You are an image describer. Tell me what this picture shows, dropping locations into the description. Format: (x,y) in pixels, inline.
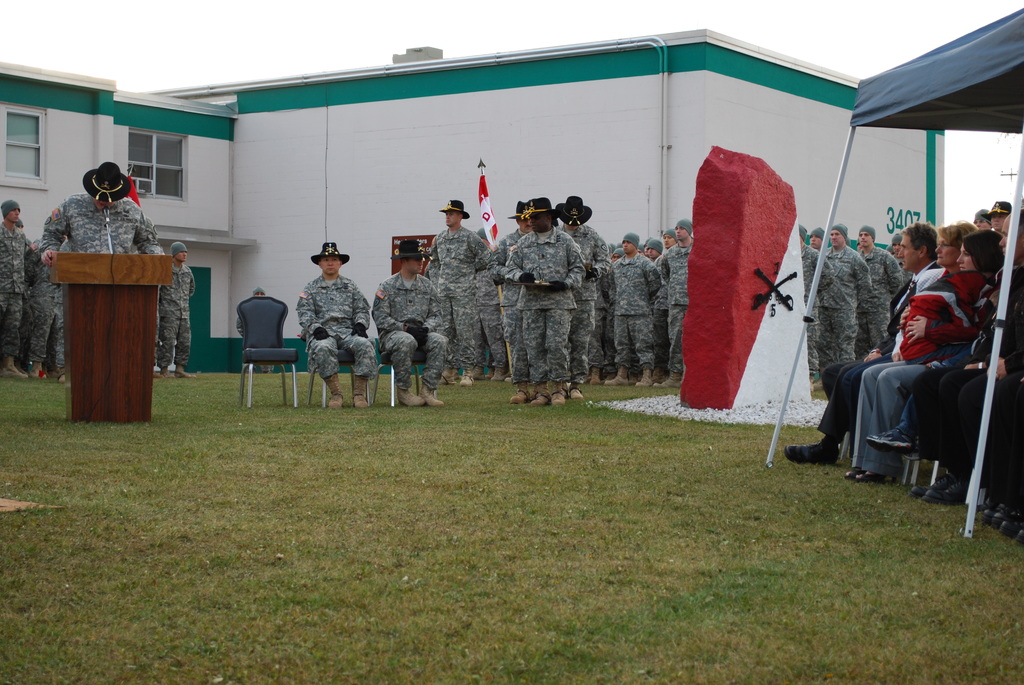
In this image I see number of people (884,273), in which few of them are sitting and rest of them are standing. I also see that there a person (131,248) with hat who is standing in front of a podium (136,262). In the background (258,242) I see a flag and a building (319,84).
